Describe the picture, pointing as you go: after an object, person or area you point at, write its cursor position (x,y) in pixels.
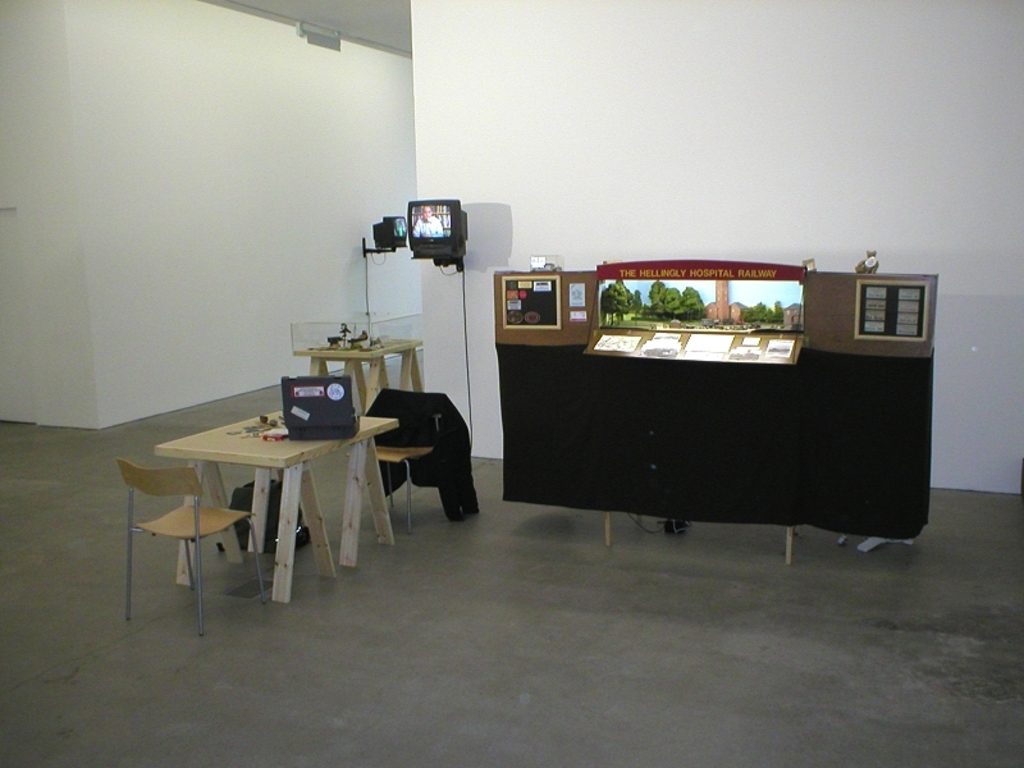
This looks like a table (288,444) with an object (304,431) on it. I can see two chairs (239,516). I think this is a bag (278,520), which is placed on the floor (266,551). These are the televisions (421,239), which are attached to the wall (479,274). I think this is a board (609,280) with the kind of papers (669,335) attached to it. Here is another table (351,359) with an object (369,331) on it. These are the walls (578,137).
